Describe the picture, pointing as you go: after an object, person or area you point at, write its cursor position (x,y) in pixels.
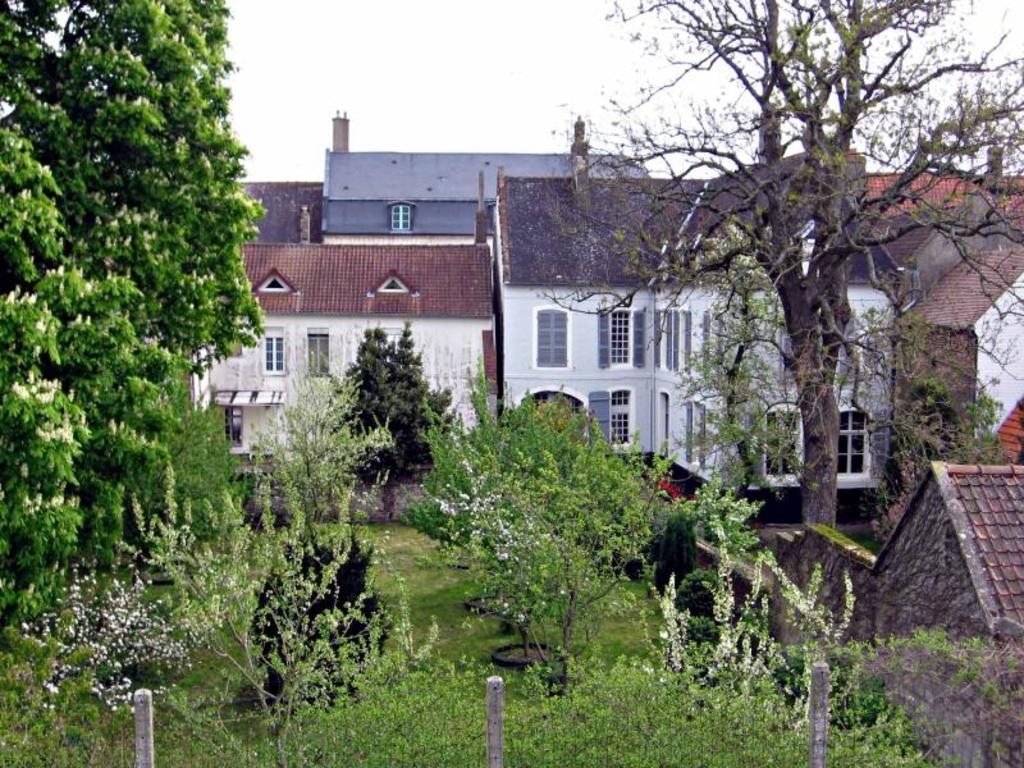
These are the houses (522,311) with the windows (544,346). I can see the trees (581,511) with the branches (745,436) and leaves (758,279). This looks like a fence (494,723). I can see the plants (680,693).
